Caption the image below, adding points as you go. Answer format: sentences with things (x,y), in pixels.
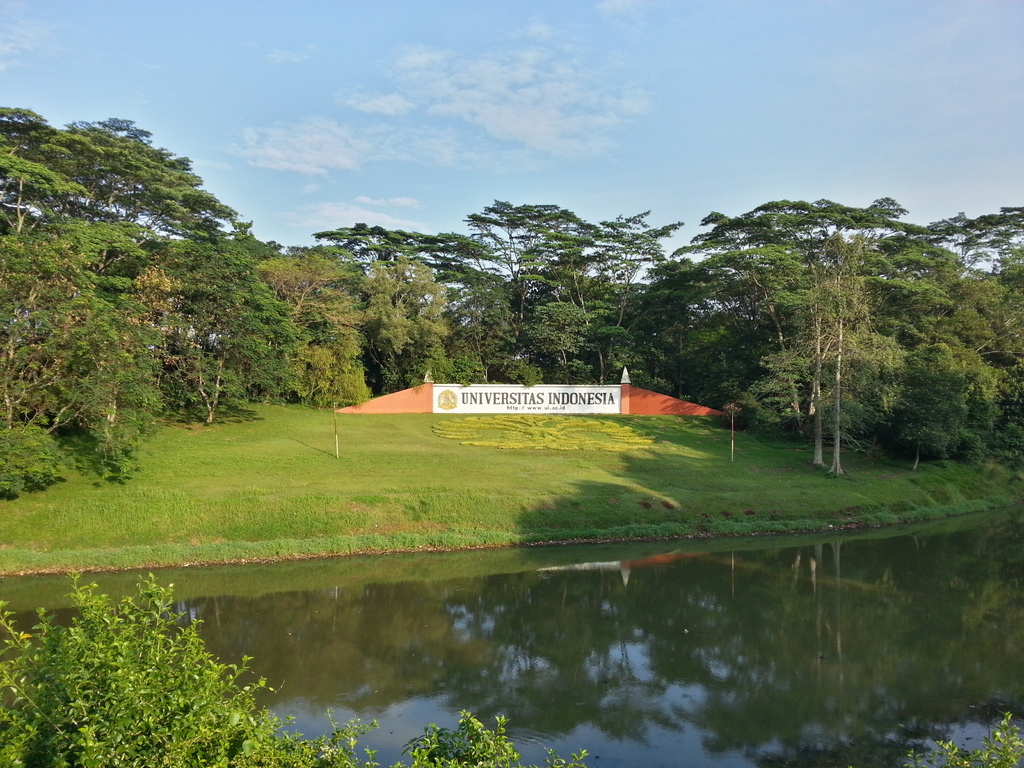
In the foreground of the image (354,589) we can see a lake (748,635) with water (792,684). In the center of the image (610,401) we can see a wall (629,398) with some text (520,398), poles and grass (560,492). In the background (545,218), we can see a group of trees (18,265) and the sky (525,124).
